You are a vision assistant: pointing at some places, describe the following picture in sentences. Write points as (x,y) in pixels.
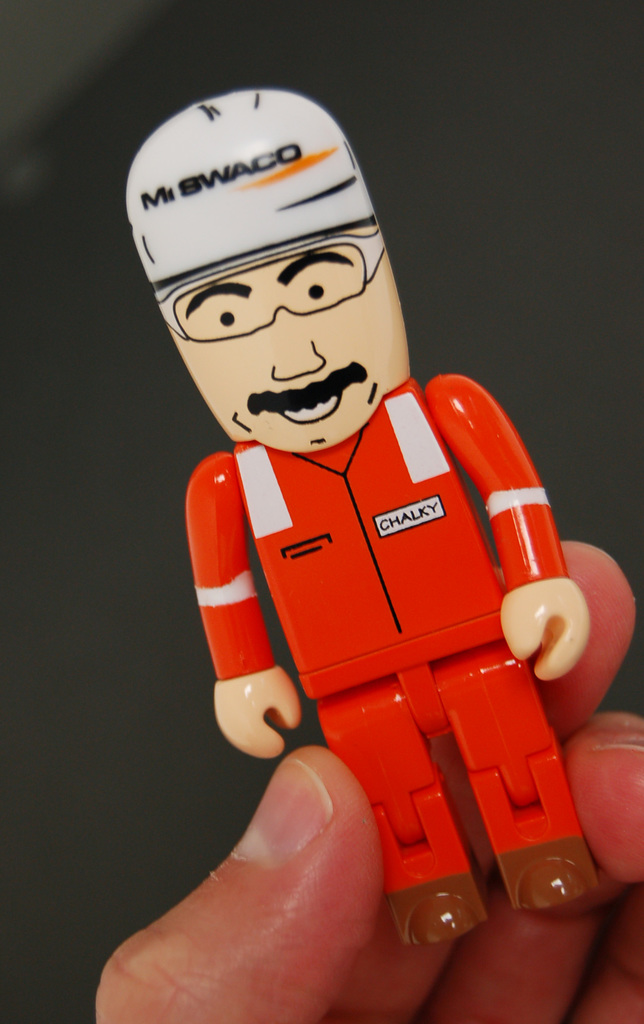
In the picture we can see a person's hand finger (613,626) holding a doll of a man (521,737), which is red in color with a white cap (191,155).
